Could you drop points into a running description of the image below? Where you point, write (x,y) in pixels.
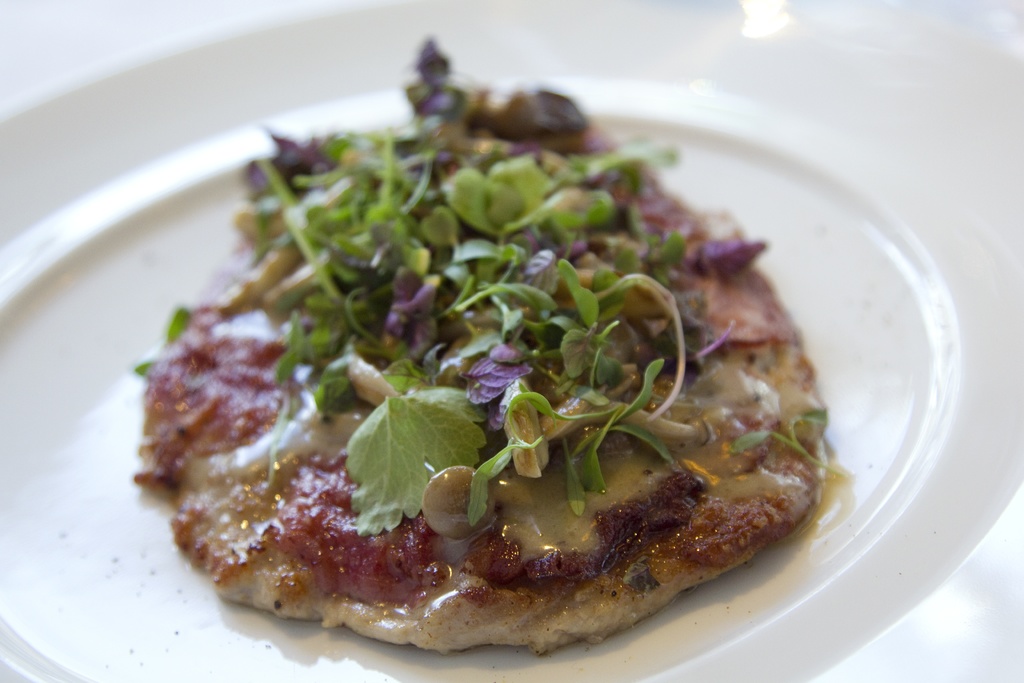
In this image there is a plate (816,206), there is food (476,457) on the plate (373,118), the background of the image (73,28) is white in color.
